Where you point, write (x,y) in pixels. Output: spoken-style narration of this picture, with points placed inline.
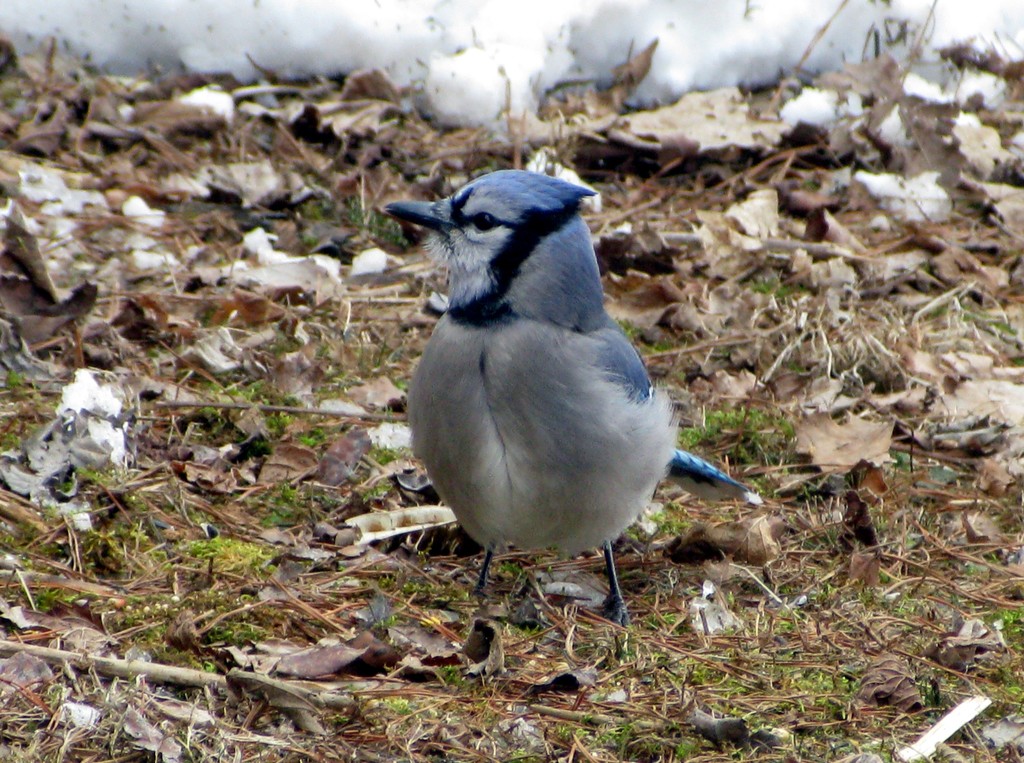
In this picture there is a grey and white color small bird (570,505) sitting on the ground (343,592). In the front (567,729) there are some dry leaves (588,577) on the ground (657,640).
